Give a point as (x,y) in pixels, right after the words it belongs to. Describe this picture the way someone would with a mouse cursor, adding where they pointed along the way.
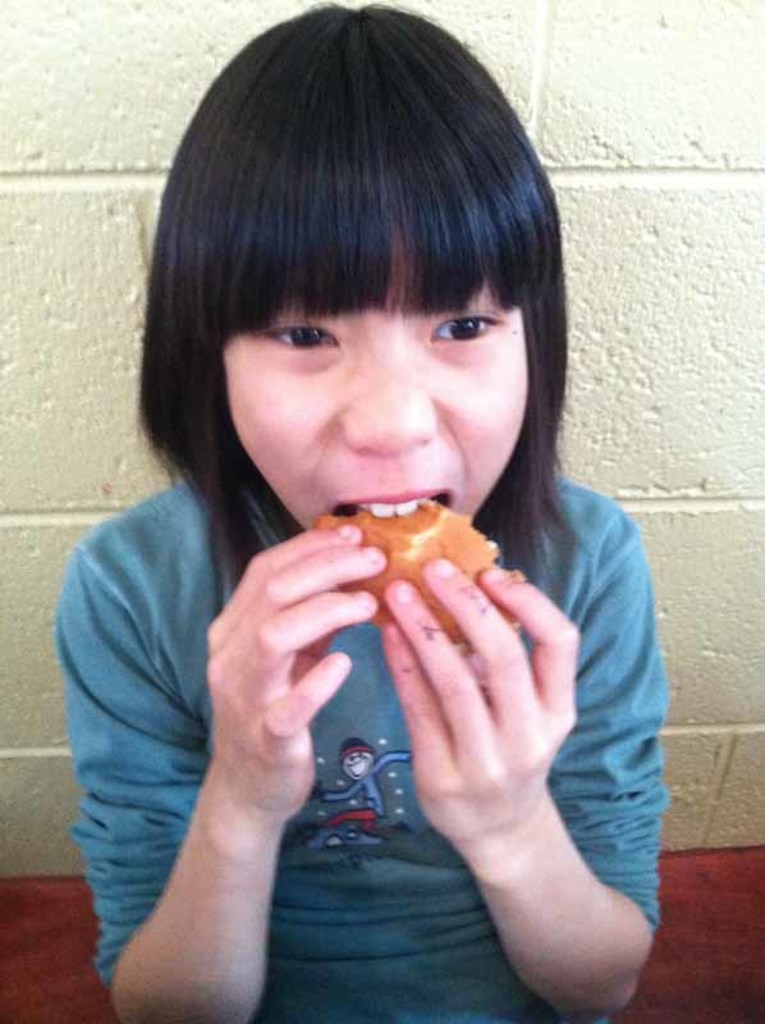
In this picture there is a girl (255,598) who is eating bread (475,568). She is sitting on the bench (760,1011). Beside her we can see the wall (663,322).
